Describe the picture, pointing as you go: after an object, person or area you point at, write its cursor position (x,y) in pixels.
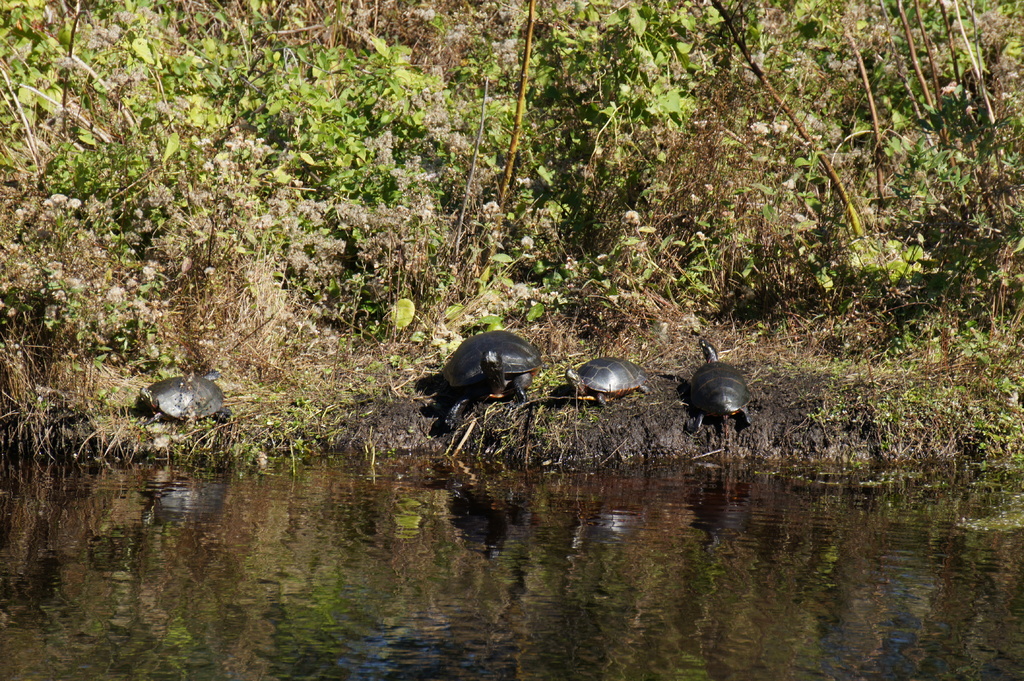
In this image I can see few tortoises (454,360), trees (822,267), grass (517,313) and the water (1,487).
